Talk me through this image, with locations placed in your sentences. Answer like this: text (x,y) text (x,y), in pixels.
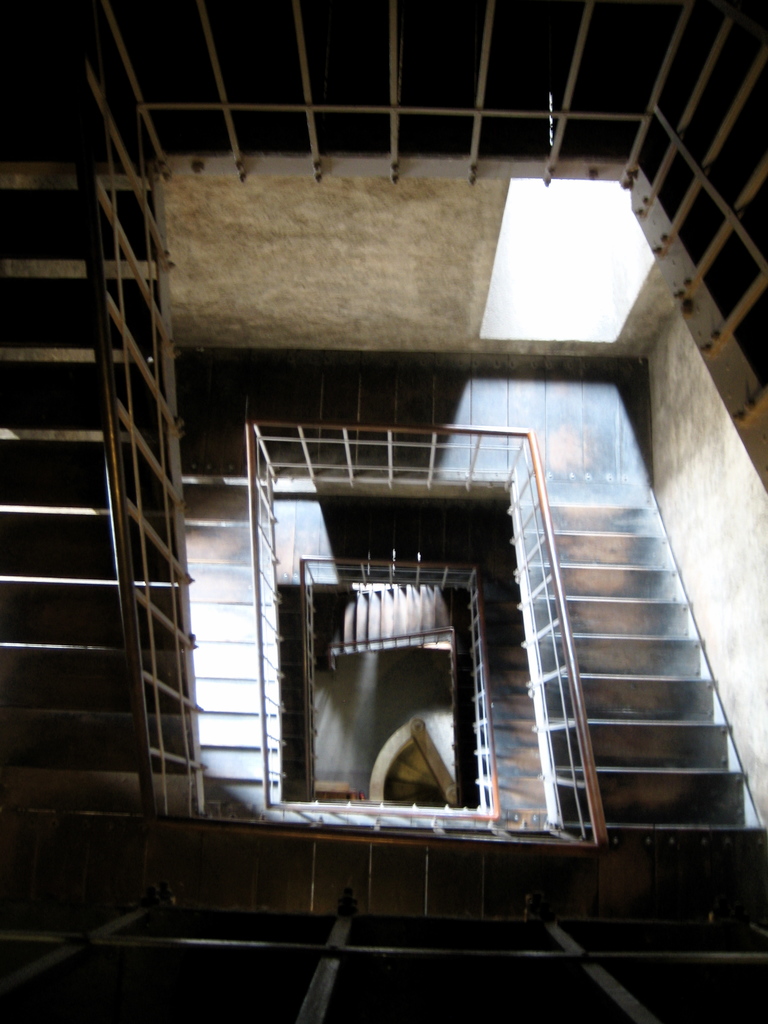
In this picture we can see stairs (75,199) and railing (96,160), we can see a wall (311,301) here.
